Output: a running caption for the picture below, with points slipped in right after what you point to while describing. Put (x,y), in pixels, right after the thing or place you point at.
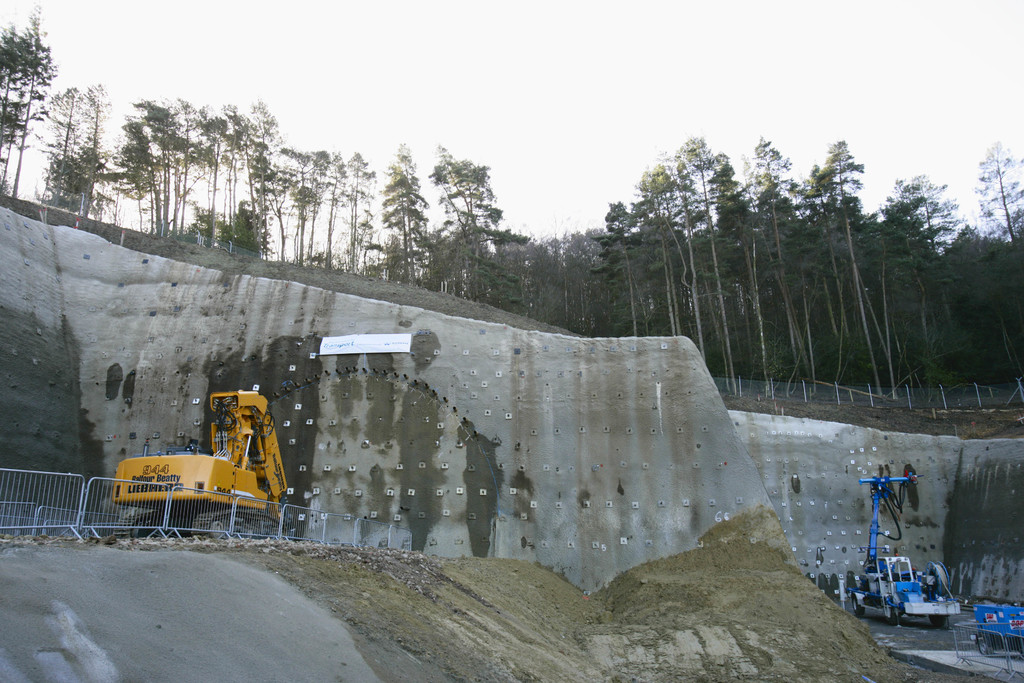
In this image we can see many trees (419,237). There is a fence (911,406) in the image. There are few vehicles (908,585) in the image. There are few barriers (219,519) in the image. There is a board (359,348) on the wall (506,449). We can see the sky (506,99) in the image.
